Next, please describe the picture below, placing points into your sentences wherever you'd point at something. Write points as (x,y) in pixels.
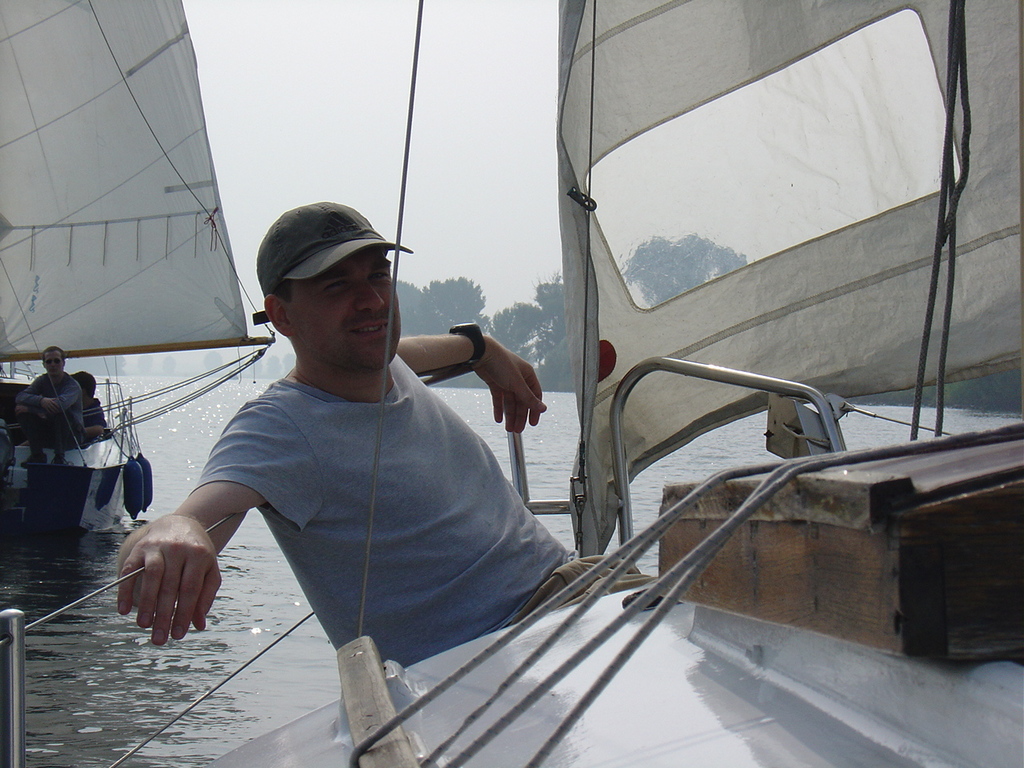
In this image I can see water (553,406) and on it I can see few boats (674,533). I can also see few people (210,577) are sitting on these boats (767,738). In the background (535,340) I can see number of trees (548,316).
